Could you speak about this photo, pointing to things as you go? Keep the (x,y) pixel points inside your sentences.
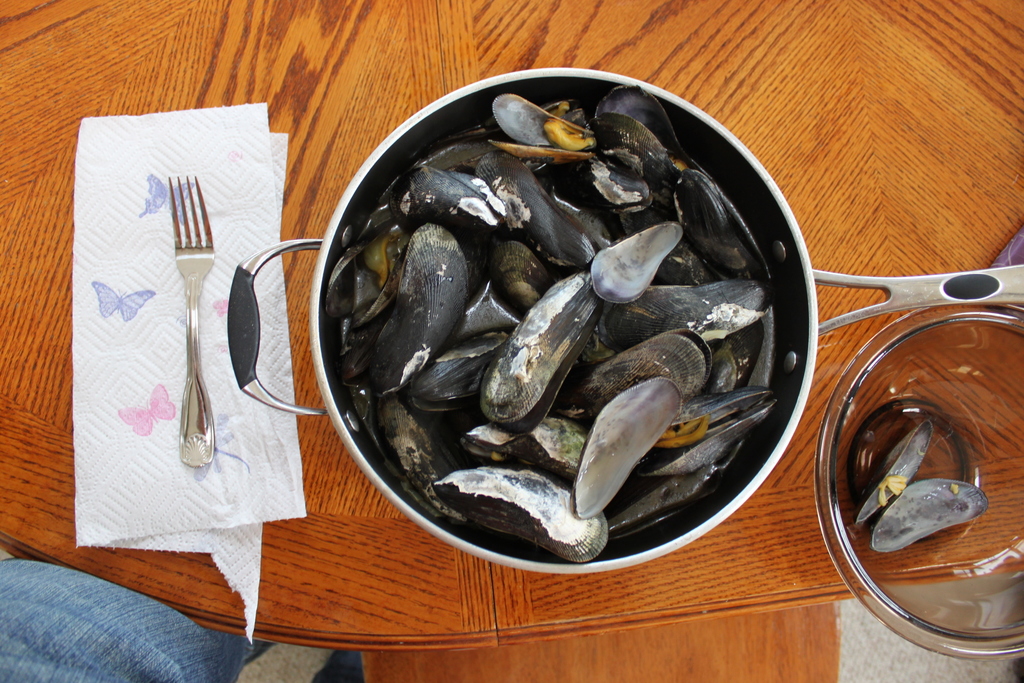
In this image we can see a wooden surface (252,66). On that there is a tissue (144,179) with fork (188,275), pan (584,362) with seashells (542,335) and bowl (993,524) with shells (924,524).
